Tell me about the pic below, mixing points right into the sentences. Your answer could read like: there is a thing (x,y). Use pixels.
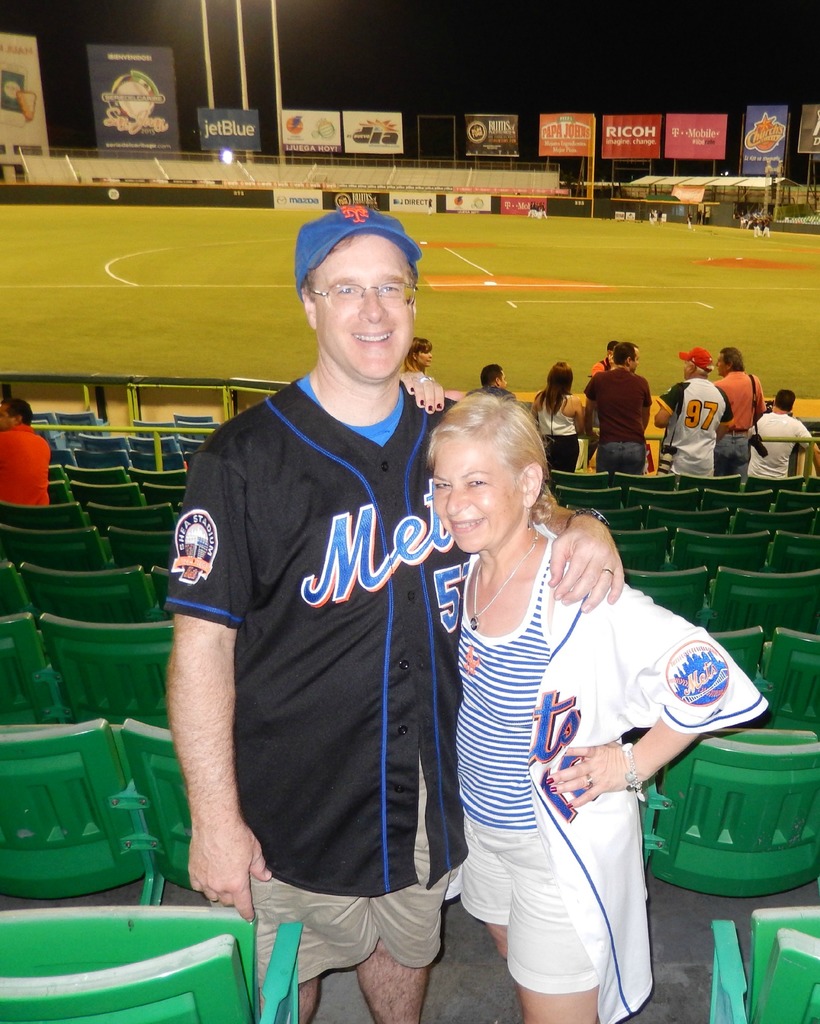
In this image, I can see the man (359,646) and woman (493,653) standing and smiling. These are the chairs (116,638). On the right side of the image (568,454), there are group of people (783,402) standing. This looks like a ground (510,237). At the top of the image (227,115), I can see the hoardings (489,139). On the left side of the image (20,479), I can see another person (6,465) sitting.
